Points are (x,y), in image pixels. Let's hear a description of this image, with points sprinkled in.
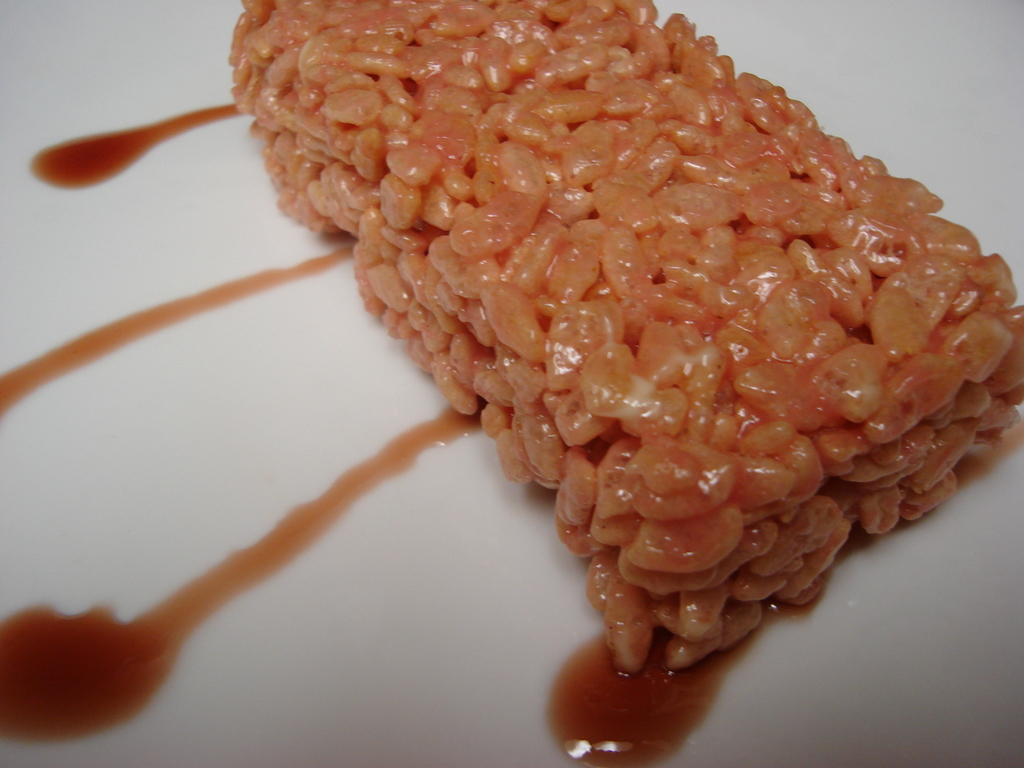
In this image, we can see some food item (444,372) on a white colored object (68,517).
